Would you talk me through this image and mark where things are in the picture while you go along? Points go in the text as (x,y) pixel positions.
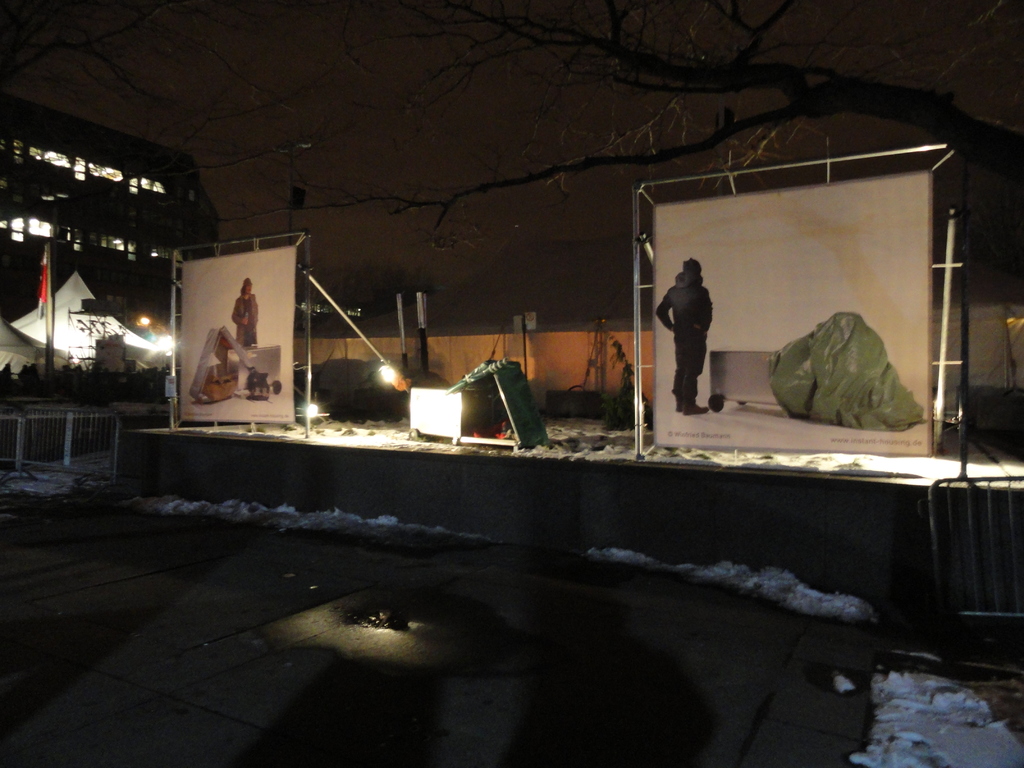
In this picture there are two banners (745,337) which has a picture (731,323) on it is attached to an object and there is an object (483,395) in between it and there is a tree (836,97) in the right top corner (863,96) and there is a building (105,255) and some other objects (77,276) in left corner (108,202).
